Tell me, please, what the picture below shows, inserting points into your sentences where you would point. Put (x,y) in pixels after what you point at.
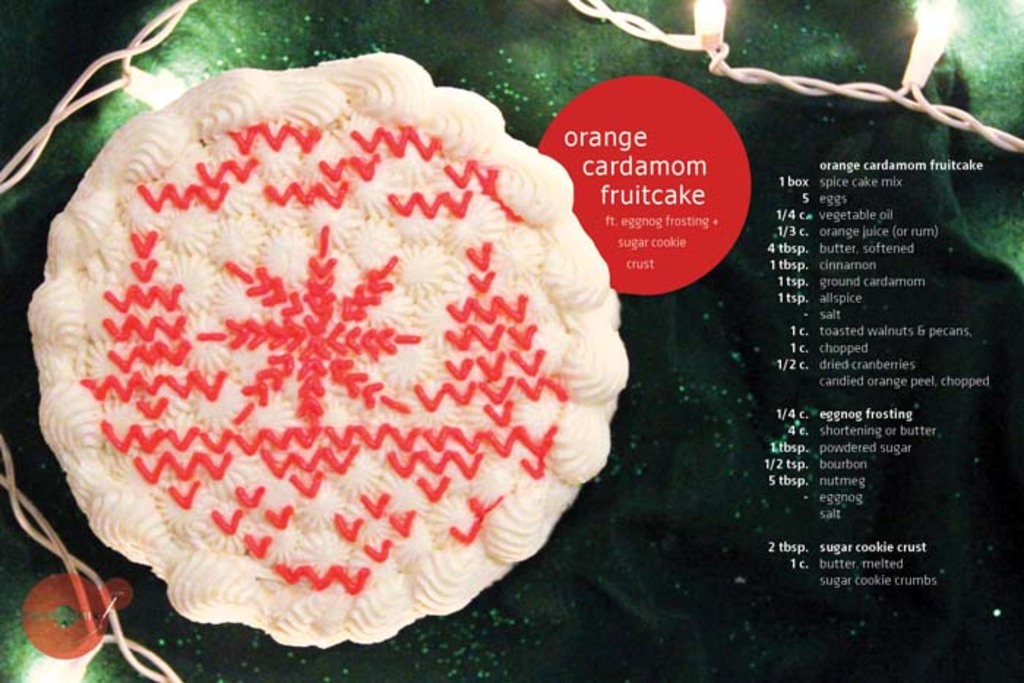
In this image we can see cake (323,429). On the right side of the image (851,415) we can see text (836,416). At the top right corner (712,61) there are lights (915,66).
